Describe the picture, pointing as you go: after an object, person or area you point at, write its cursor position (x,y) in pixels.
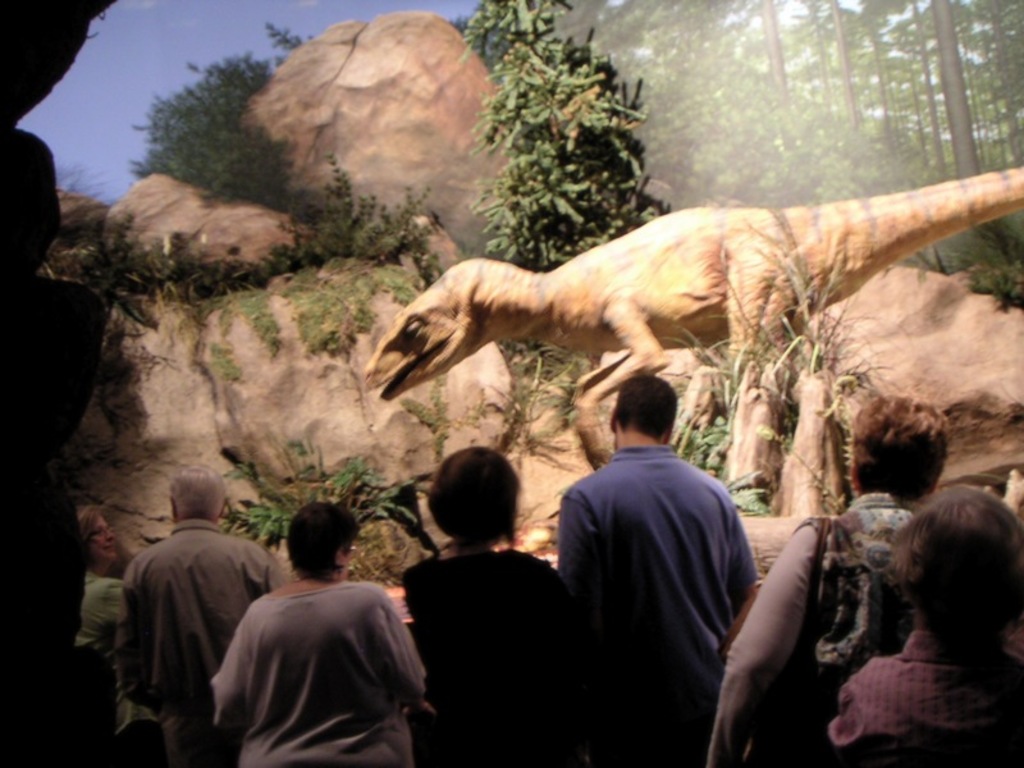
At the bottom of the image (735,611) we can see persons (419,682). In the center of the image (594,306) we can see dinosaur (566,264). In the background (440,170) we can see rocks (485,168), trees (695,130) and sky (161,48).
